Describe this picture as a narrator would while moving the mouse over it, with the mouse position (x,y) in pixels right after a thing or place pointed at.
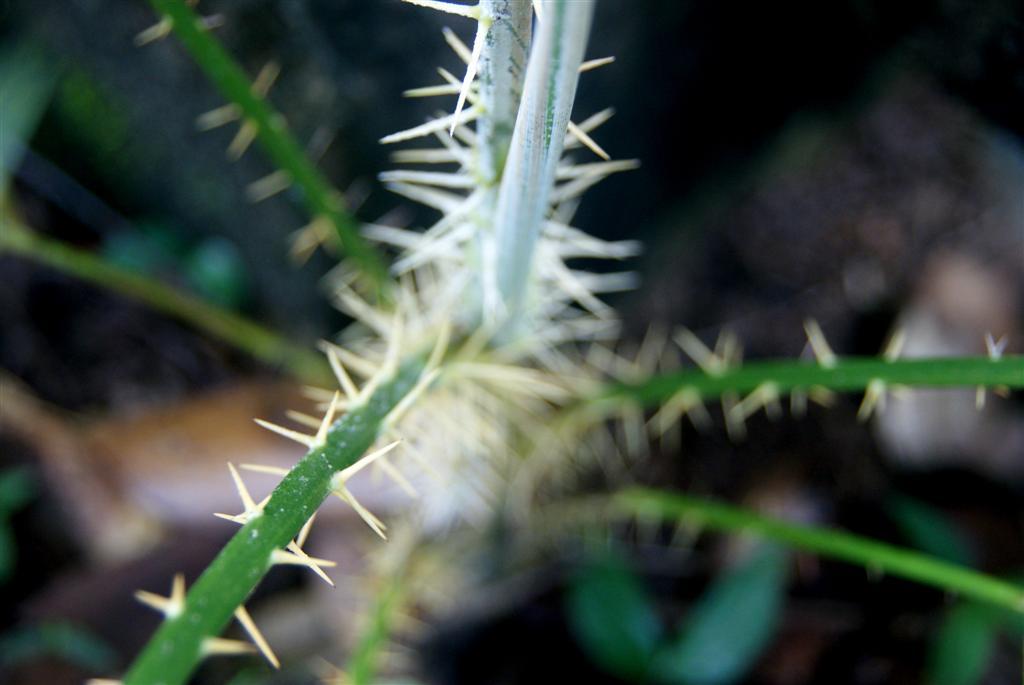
In this image I can see few green stems (285,144) and few thorns (552,223). Background (345,169) is blurred.
